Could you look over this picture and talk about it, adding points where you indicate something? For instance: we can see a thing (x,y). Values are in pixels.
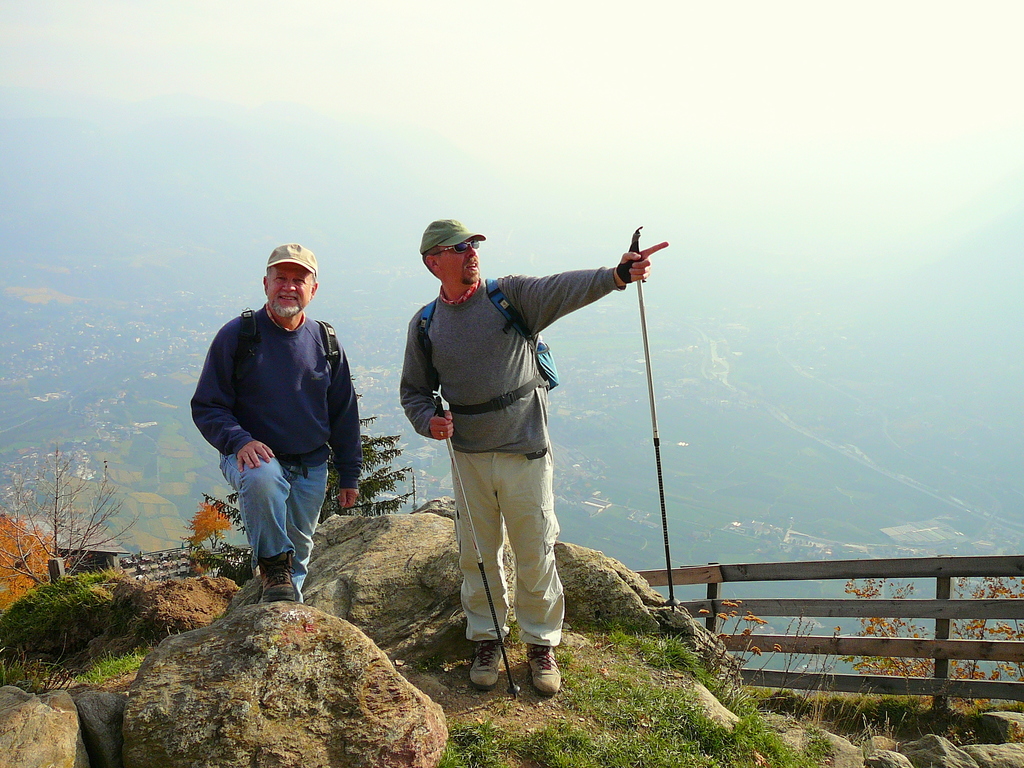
In this picture we can see two men (535,452), they wore backpacks (515,318) and caps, and the right side man (514,516) is holding sticks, beside to them we can see fence (878,607), and also we can find few trees (336,501).
